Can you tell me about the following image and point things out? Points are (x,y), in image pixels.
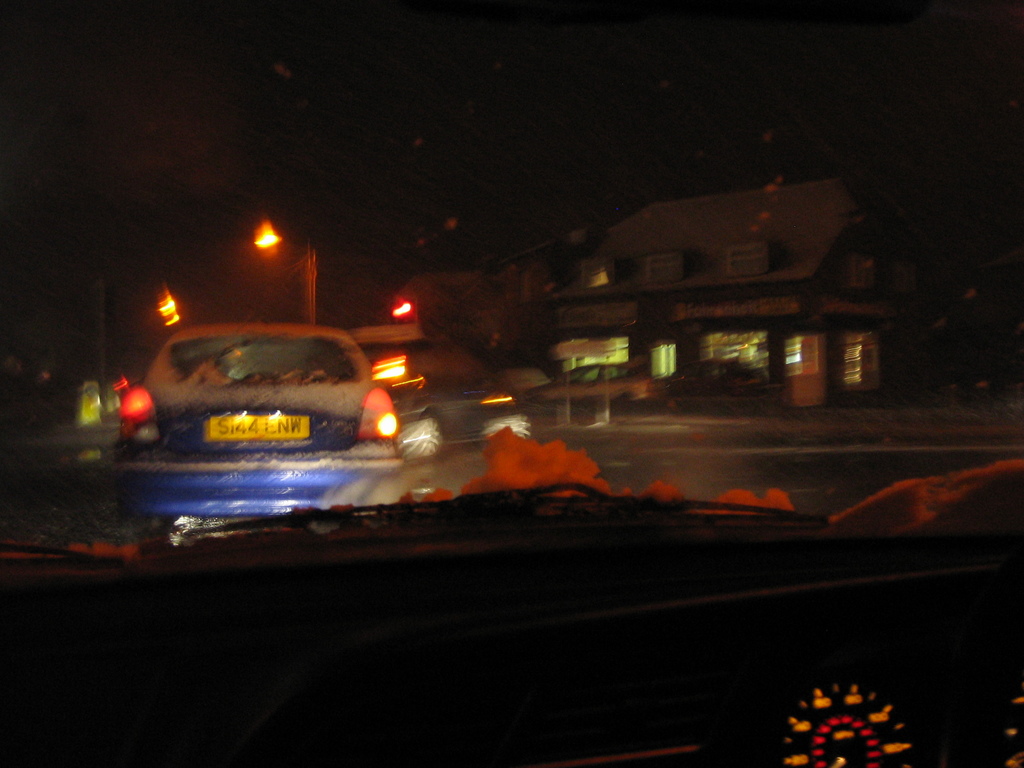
In this image we can see the speedometer (826,709). We can also see the vehicles (230,428) passing on the road (650,438). Image also consists of lights (401,314), building (569,299) and this image is taken during night time.
